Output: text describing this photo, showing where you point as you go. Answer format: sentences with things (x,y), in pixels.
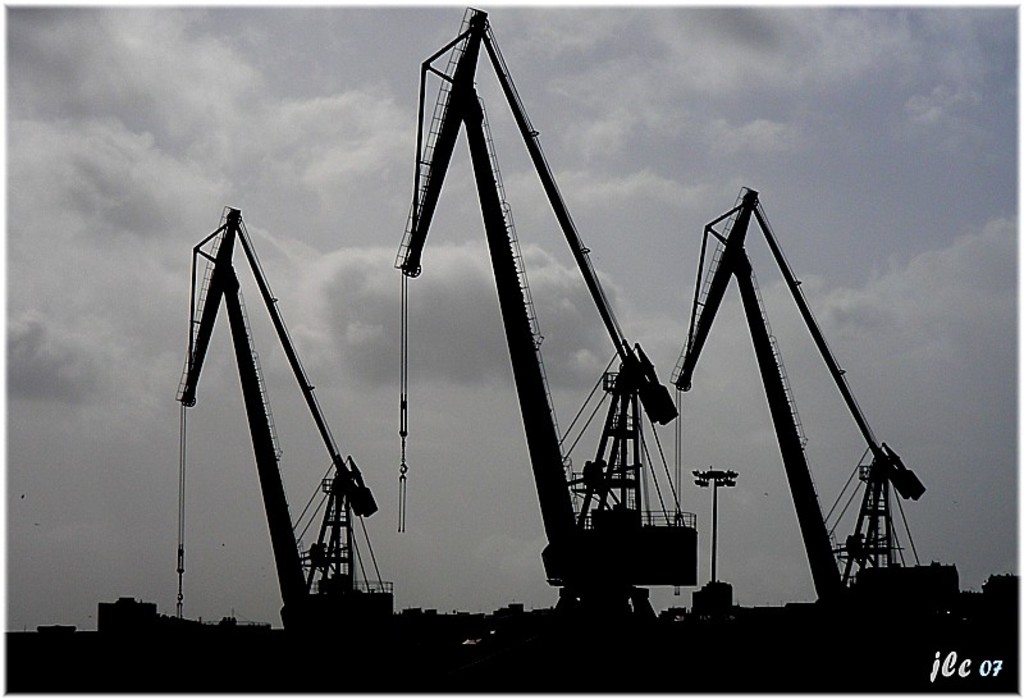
These are the tower cranes (607,521). This looks like a flood light (730,476). These are the clouds (287,167) in the sky (284,167). At the bottom right corner of the image (935,665), I can see the watermark (935,665).
